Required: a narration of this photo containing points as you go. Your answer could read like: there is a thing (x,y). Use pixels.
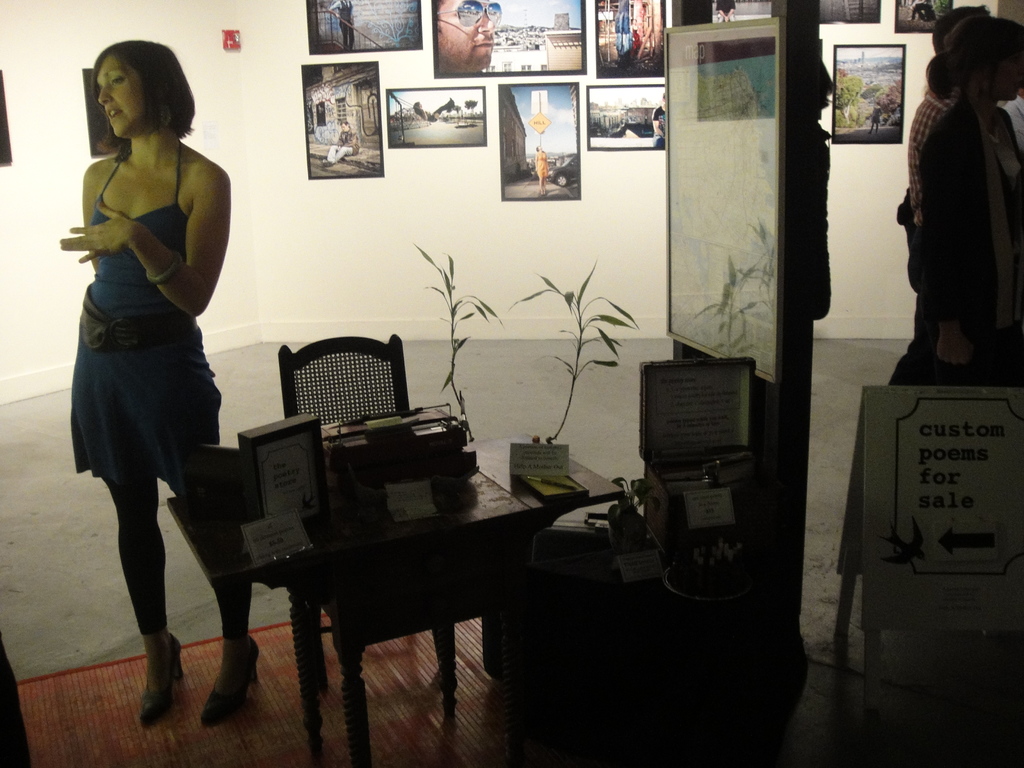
In this image there are few people (146,575) standing on the floor (25,575). In the left side of the image (241,673) a woman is standing on the floor (3,509). At the bottom of the image (88,686) there is a floor (530,381) and a mat (49,700). At the background (3,357) there is a wall (588,28) with many picture frames (447,110) on it. In the middle of the image (538,496) there is a chair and a table (308,582) with many things (408,450) on them.
